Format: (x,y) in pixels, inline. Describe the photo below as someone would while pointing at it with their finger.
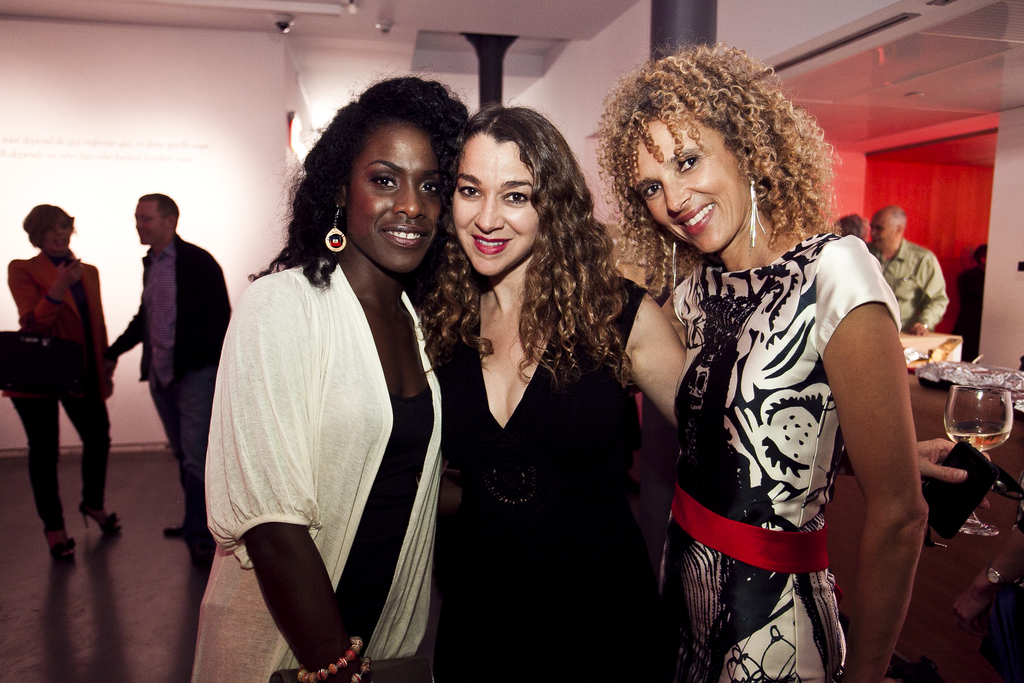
In this picture we can see group of people (867,345), in the middle of the image (486,350) we can see three women (627,325), they are smiling and a person (937,465) is holding a mobile (958,486) in the hand (939,445), in the background (946,424) we can see few things (1003,374) on the table (931,390).
